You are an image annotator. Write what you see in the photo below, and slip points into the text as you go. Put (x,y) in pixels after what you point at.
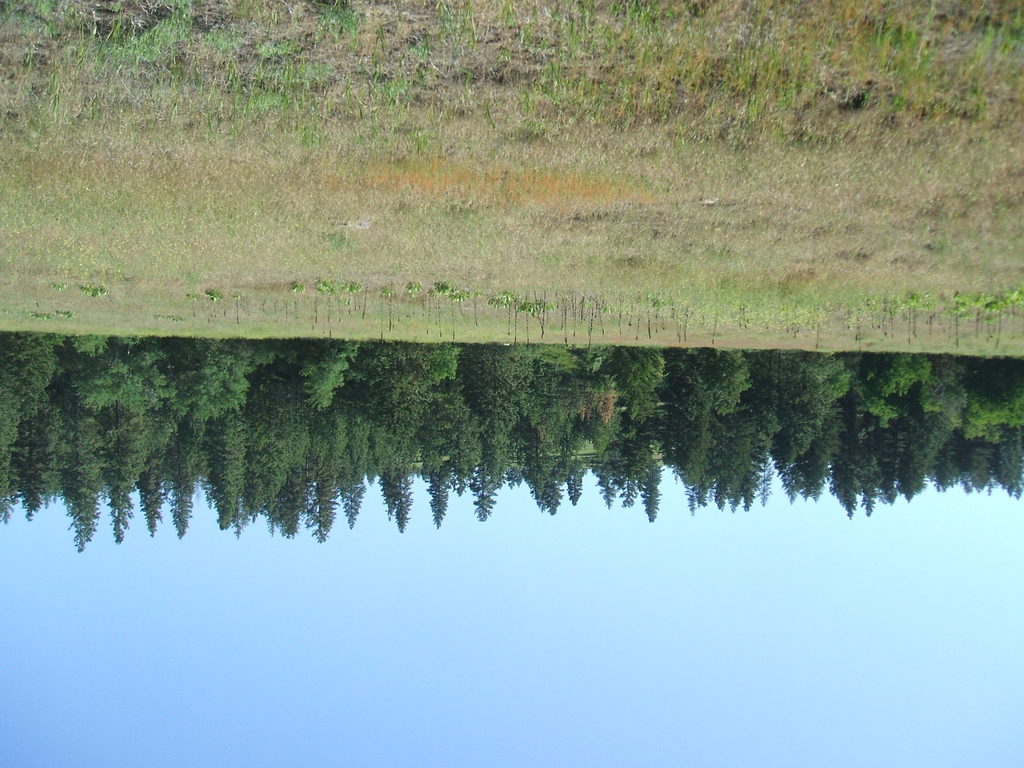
In this picture I can see trees (391,374), plants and grass (283,172) on the ground (131,206) and I can see a blue sky (606,660).
